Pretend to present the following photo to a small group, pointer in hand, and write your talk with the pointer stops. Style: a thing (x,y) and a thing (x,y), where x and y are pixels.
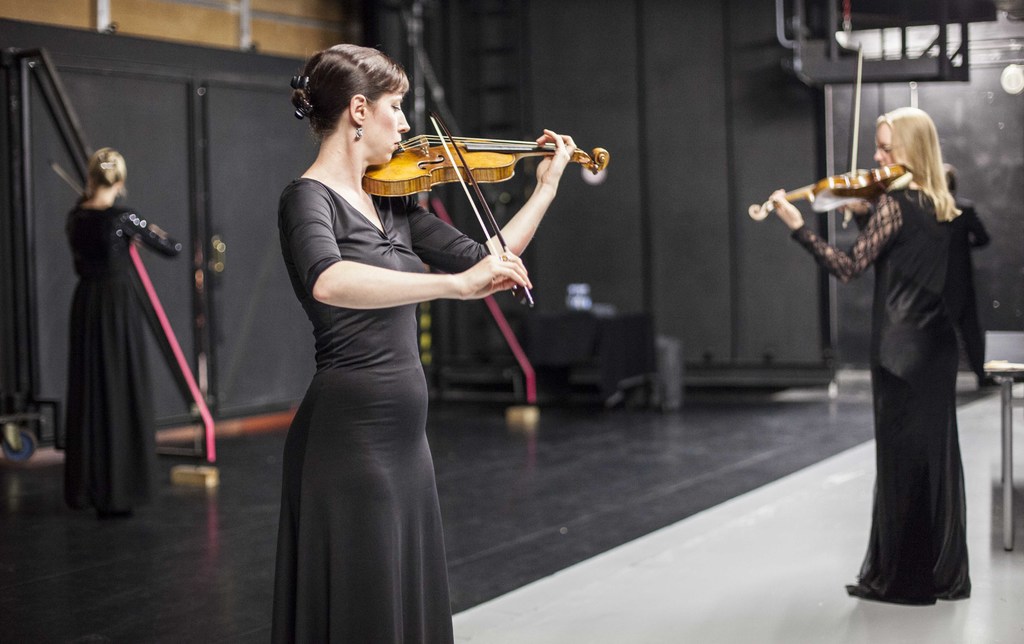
In the picture there are three women (367,233) standing and playing violin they are at a distance to each other there is a cupboard (122,122) into that room (672,266) there is a pole (47,93) near to the cupboard (225,408).
